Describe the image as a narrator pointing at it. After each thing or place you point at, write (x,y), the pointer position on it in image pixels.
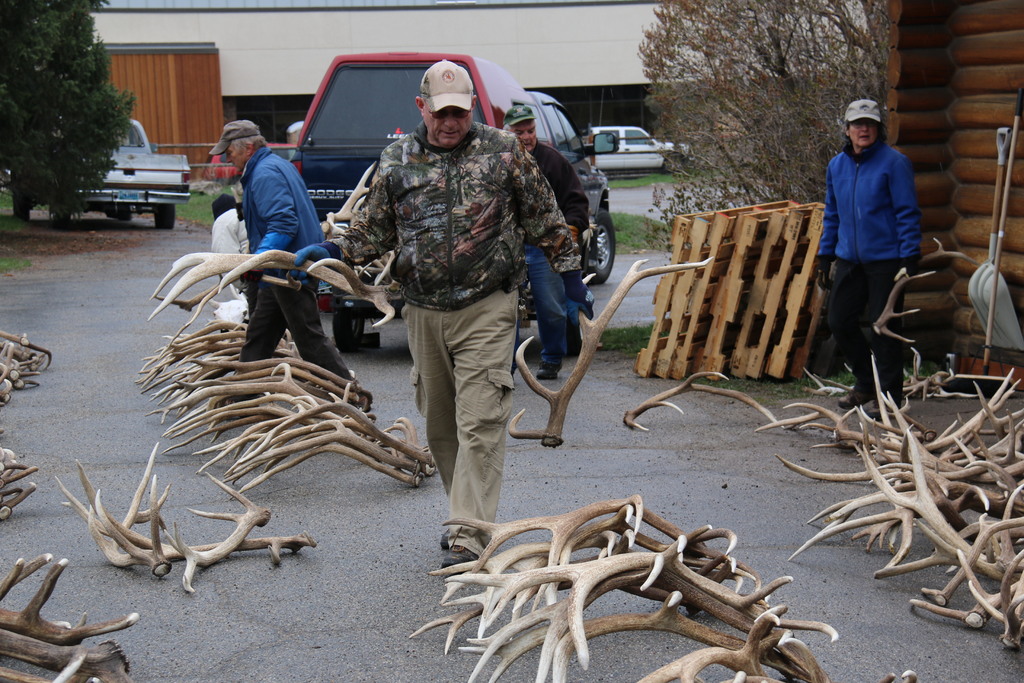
In this image there is a man (436,349) walking on the road (416,496) by holding the horns (349,273). There are so many horns (957,464) on the road (741,496). In the background (279,217) there are few other people (871,264) who are holding the horns (889,297). There is a tree (35,105) on the left side (57,73). Beside the tree (79,150) there is a truck (139,177). In the background (555,103) there are cars (607,145). On the right side (983,278) there is a shovel (995,250) which is kept near the wall (965,111).
